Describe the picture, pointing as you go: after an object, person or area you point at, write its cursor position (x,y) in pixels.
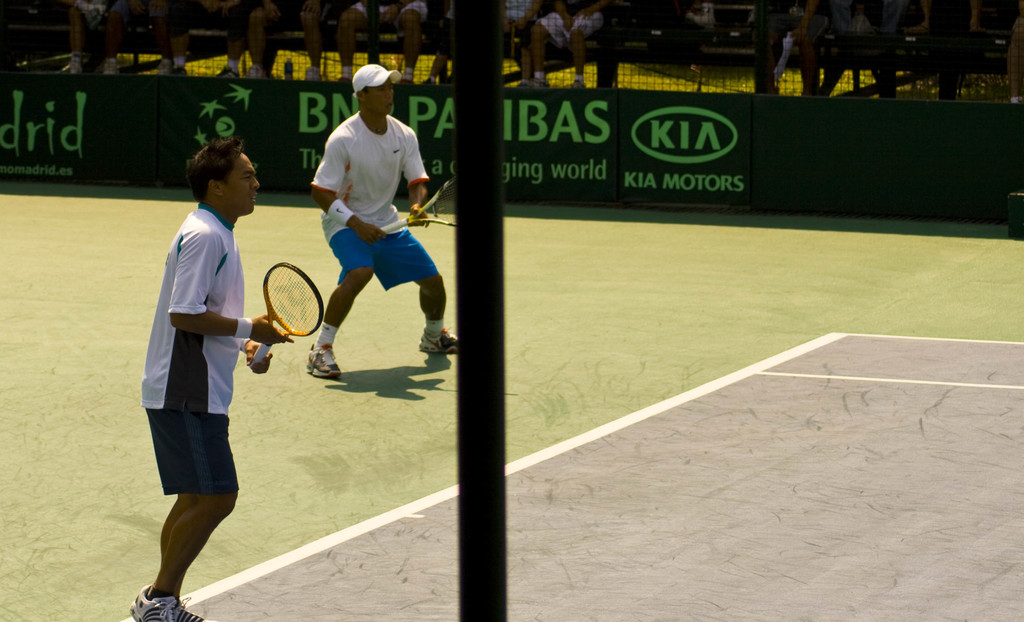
There are two people (238,290) standing and holding tennis racket (434,201). This is a banner (633,141) which is green in color. I can see people (253,54) sitting at the background (285,23). This looks like a thin net (683,75). I think this is the pole (497,407).
